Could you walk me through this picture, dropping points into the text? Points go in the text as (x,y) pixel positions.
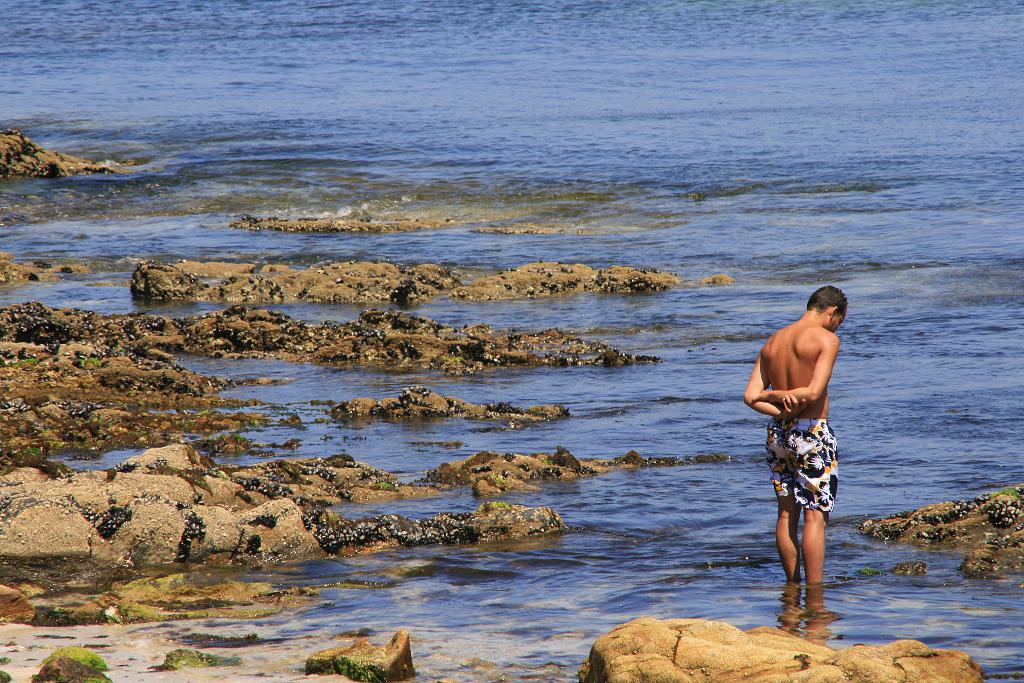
In this picture we can see a man (808,415) standing, at the bottom (677,511) there is water (672,499), we can see soil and rocks (259,558) at the bottom (328,518).
